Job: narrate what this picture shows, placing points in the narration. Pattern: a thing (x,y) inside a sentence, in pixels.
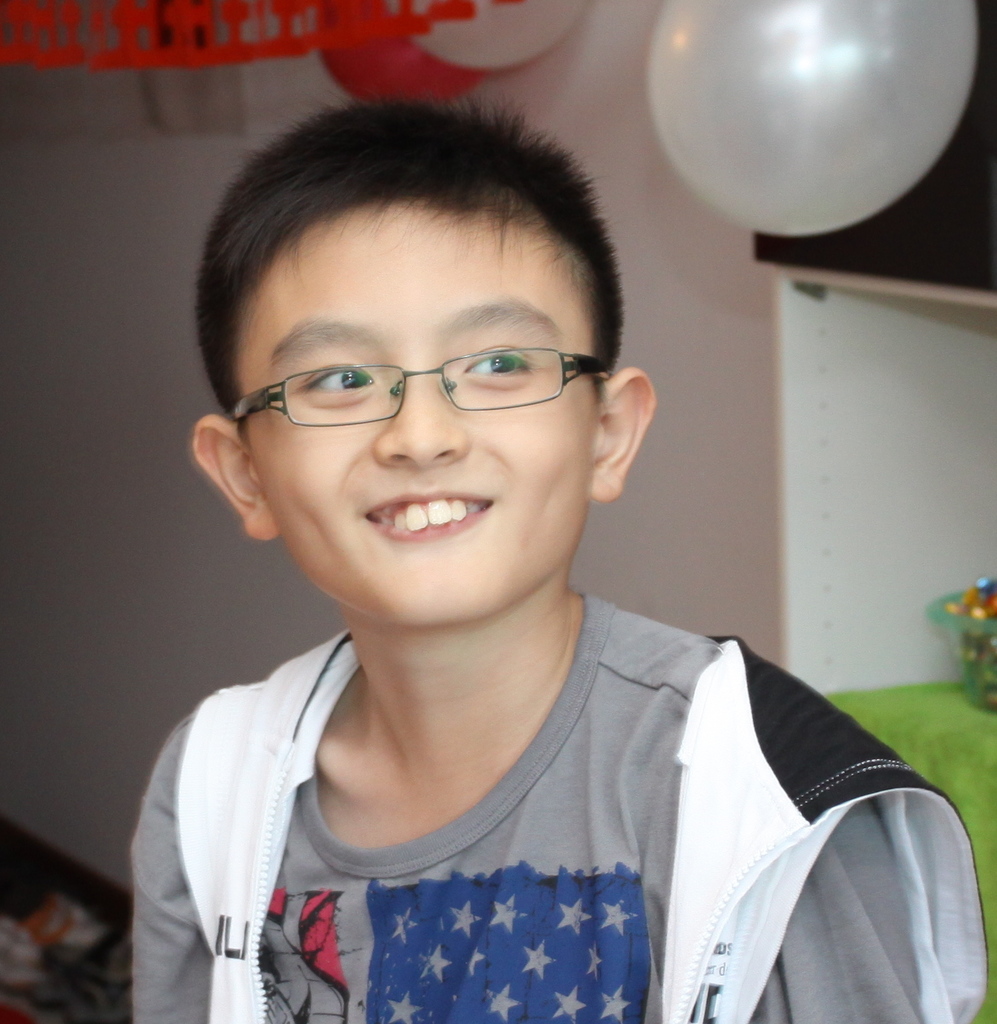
In this image we can see a boy (725,913) standing. On the right side of the image (955,614) we can see a bowl (934,619) with some papers (981,610) placed in a cupboard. At the top of the image (806,156) we can see balloons (503,35) and ribbons (268,11) on the wall (4,208).
